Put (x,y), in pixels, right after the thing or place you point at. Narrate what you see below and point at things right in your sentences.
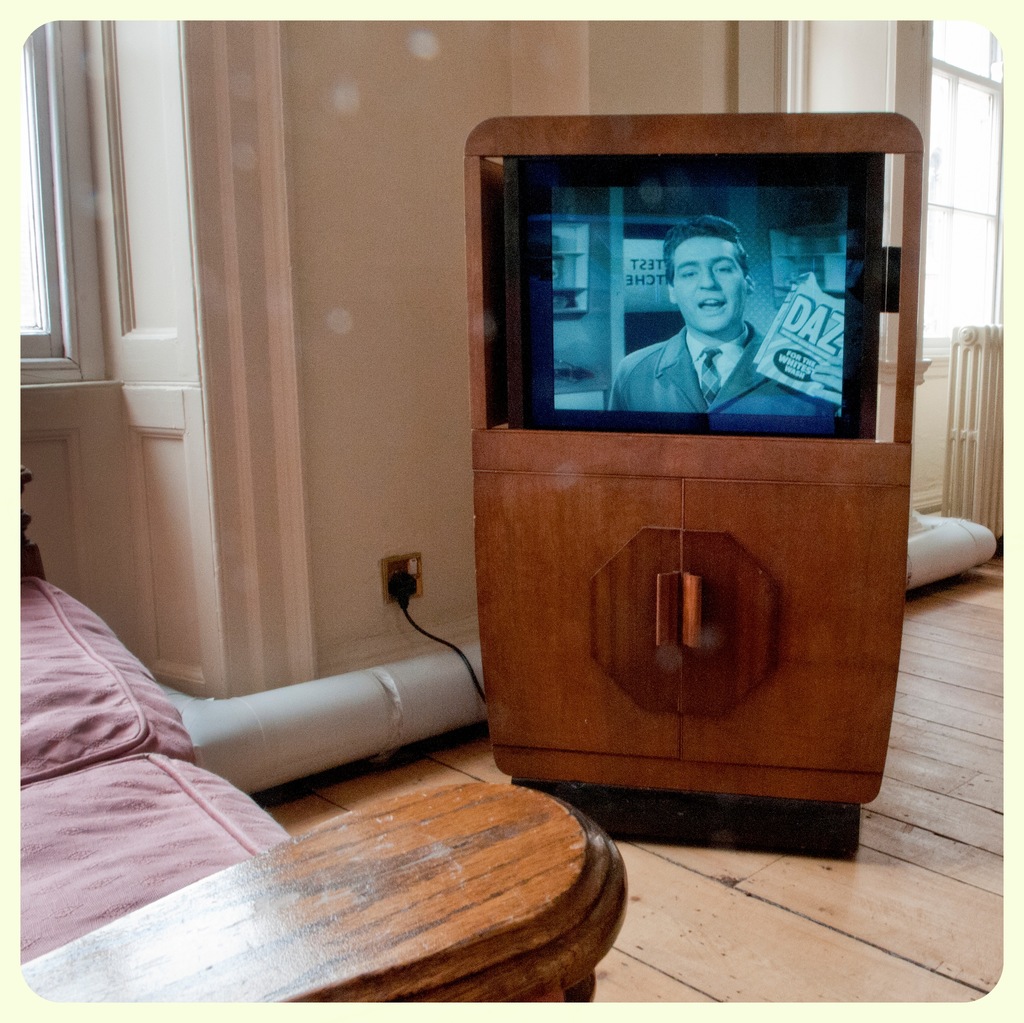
In this picture we can see an old television set (600,228) on the wooden floor (738,865).
